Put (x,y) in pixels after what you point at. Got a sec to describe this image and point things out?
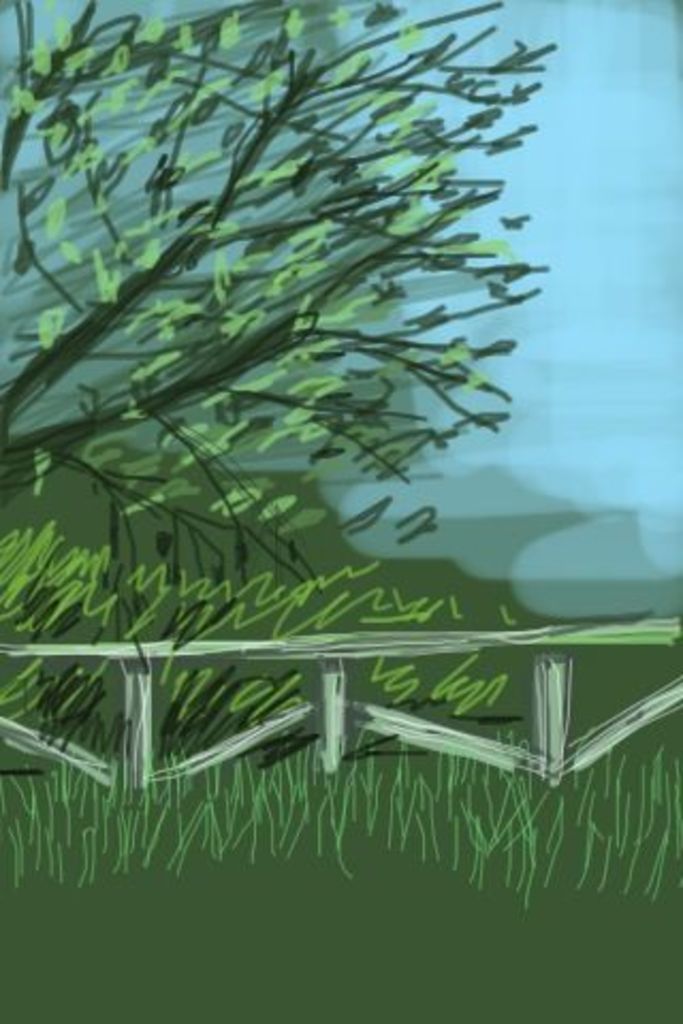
In this picture there is a colorful sketch (304,174) in the image.
